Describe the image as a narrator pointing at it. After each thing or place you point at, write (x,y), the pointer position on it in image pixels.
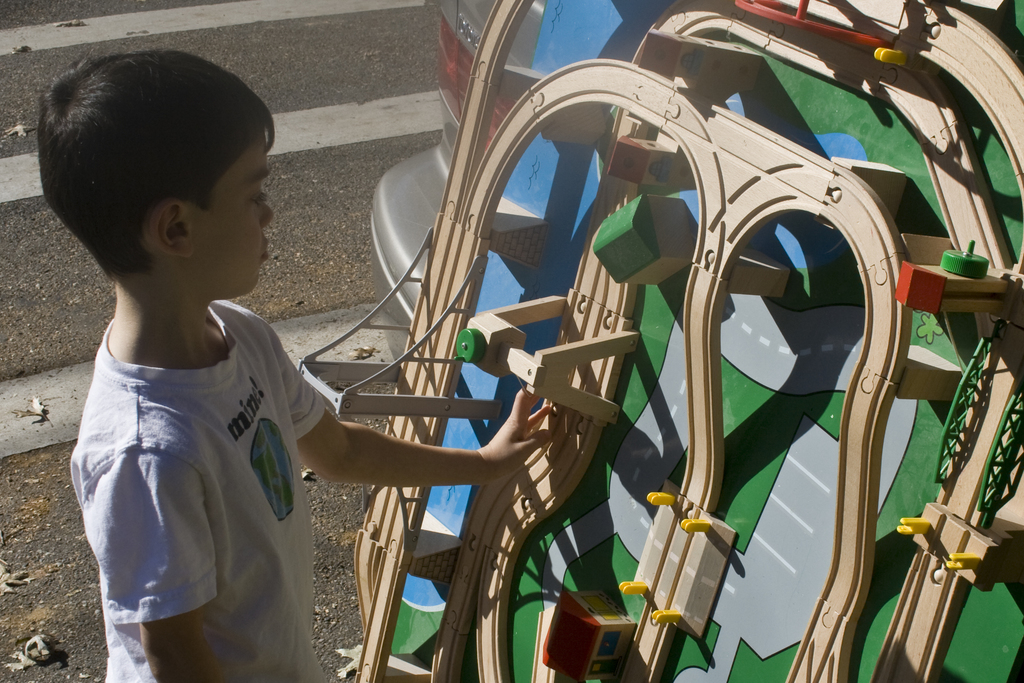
There is a kid (215,539) wearing white dress (188,559) is standing and there is an object (585,427) in front of him.
